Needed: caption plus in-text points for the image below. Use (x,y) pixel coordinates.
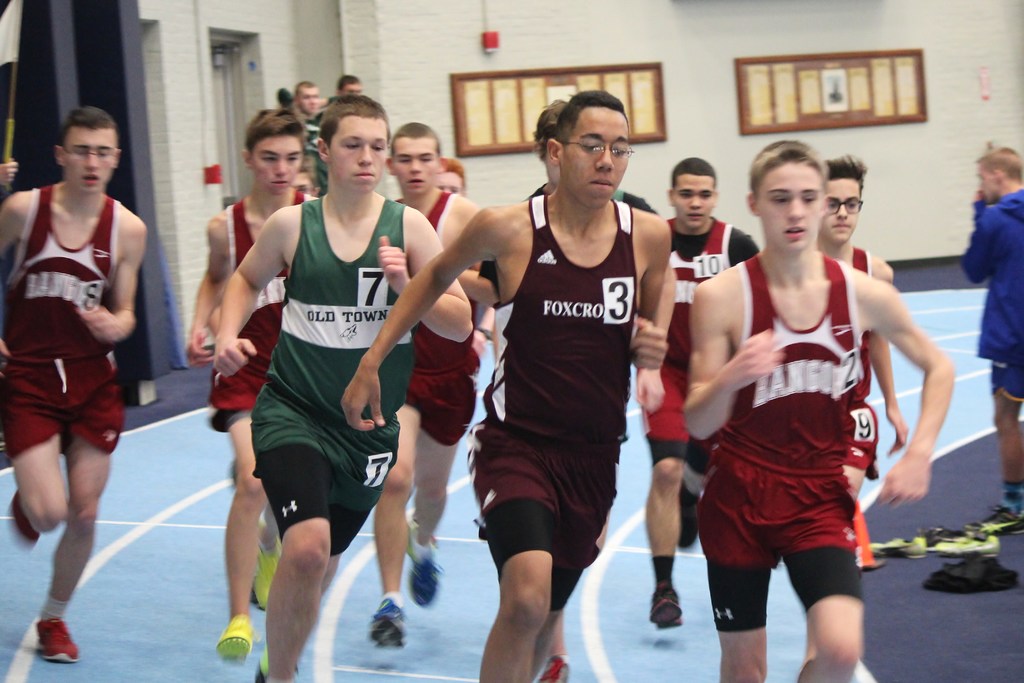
This image consists of many people (338,328) running. They are wearing sports dress (391,425). At the bottom (124,654), there is ground (121,642). In the background (263,12), there is a wall (963,159) on which boards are fixed.
